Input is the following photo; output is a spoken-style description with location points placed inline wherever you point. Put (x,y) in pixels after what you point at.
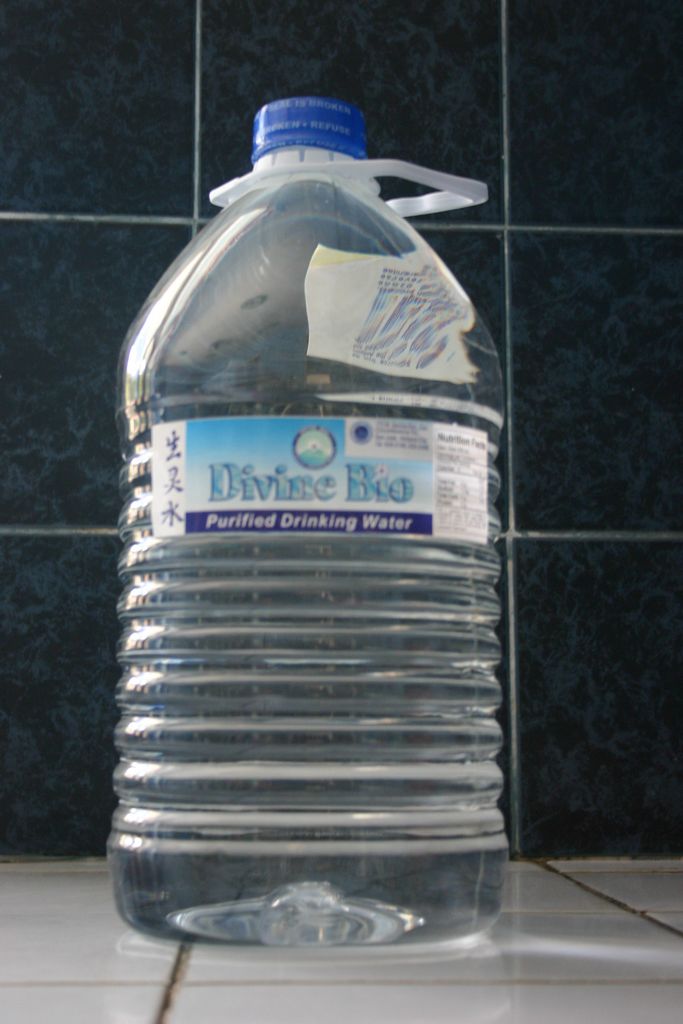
This picture is clicked inside a room (17,823). Here, we see water bottle (399,372) which is placed on the floor (386,966). The lid (306,108) of this bottle (304,110) is blue in color. We can see some text (230,520) written on the paper (320,434) which is pasted on the bottle (247,492). The text (391,524) is divine bio purified drinking water.
